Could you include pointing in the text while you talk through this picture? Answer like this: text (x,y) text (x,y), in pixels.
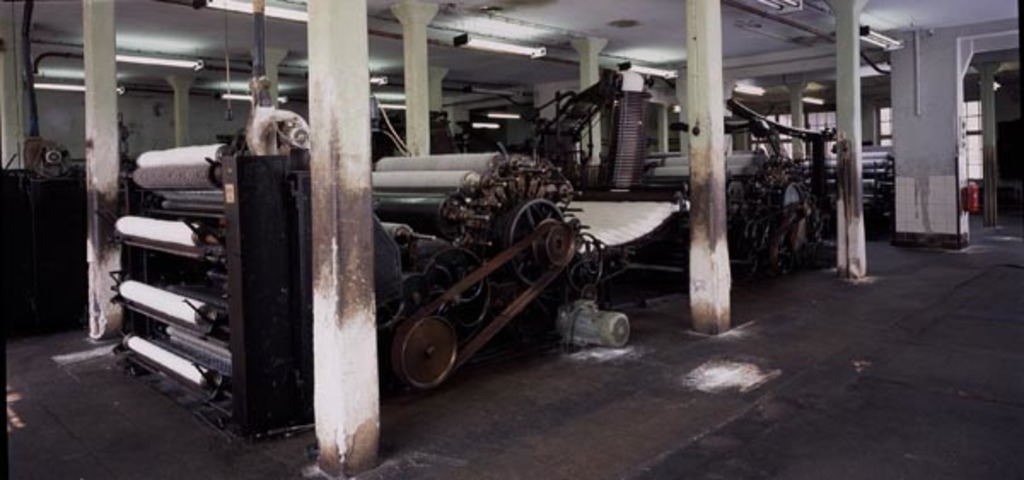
In this image we can see machine (539,209), pillars (716,142), roof (787,34), lights (864,31), floor (1020,333) and one red color object (963,197).
